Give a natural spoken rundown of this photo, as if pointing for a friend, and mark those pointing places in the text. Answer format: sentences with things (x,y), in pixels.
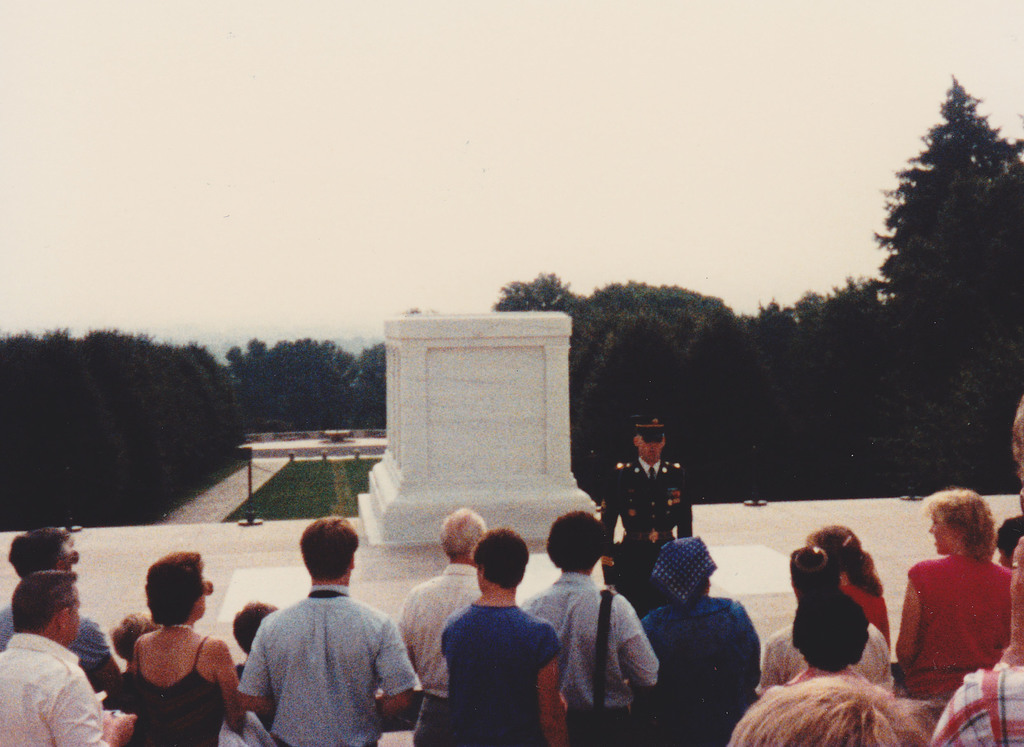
In this picture there are people (55,576) and we can see poles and memorial stone (391,525). In the background of the image (343,507) we can see grass (344,475), trees (301,413) and sky (764,135).
